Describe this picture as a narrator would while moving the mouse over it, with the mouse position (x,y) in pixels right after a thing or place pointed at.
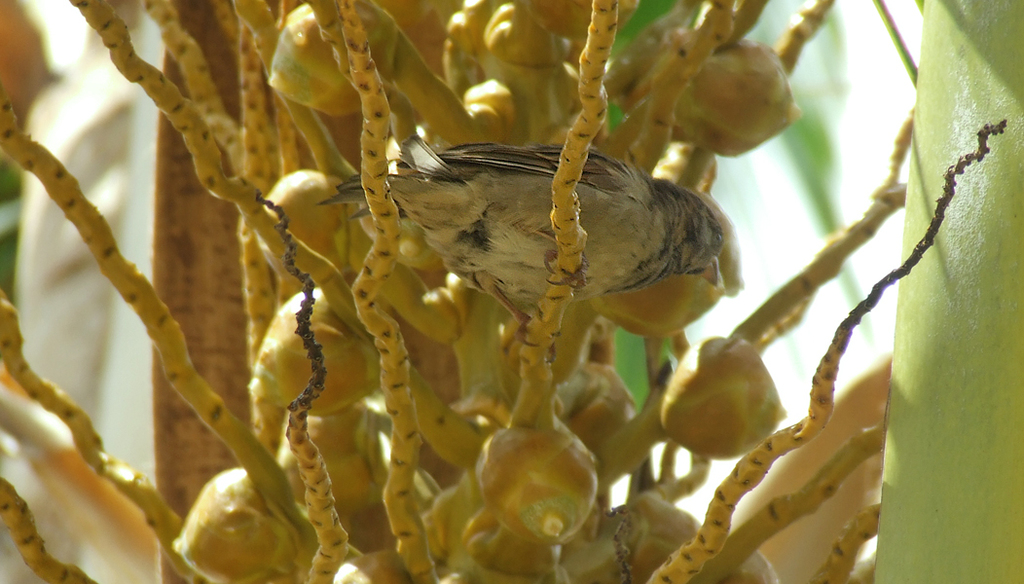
In the picture we can see a coconut tree (686,379) with small coconuts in it and on it we can see a bird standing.
